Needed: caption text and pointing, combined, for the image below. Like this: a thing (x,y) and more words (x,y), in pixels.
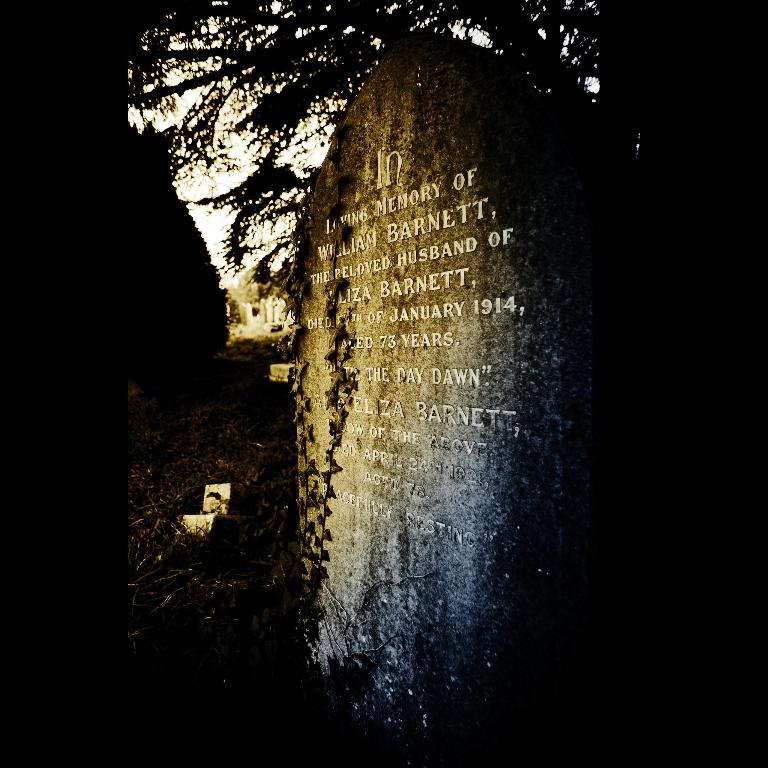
In the image there is a stone (567,689) and on that there is some text (410,377) and behind the stone (456,213) there is a tree (338,2).
